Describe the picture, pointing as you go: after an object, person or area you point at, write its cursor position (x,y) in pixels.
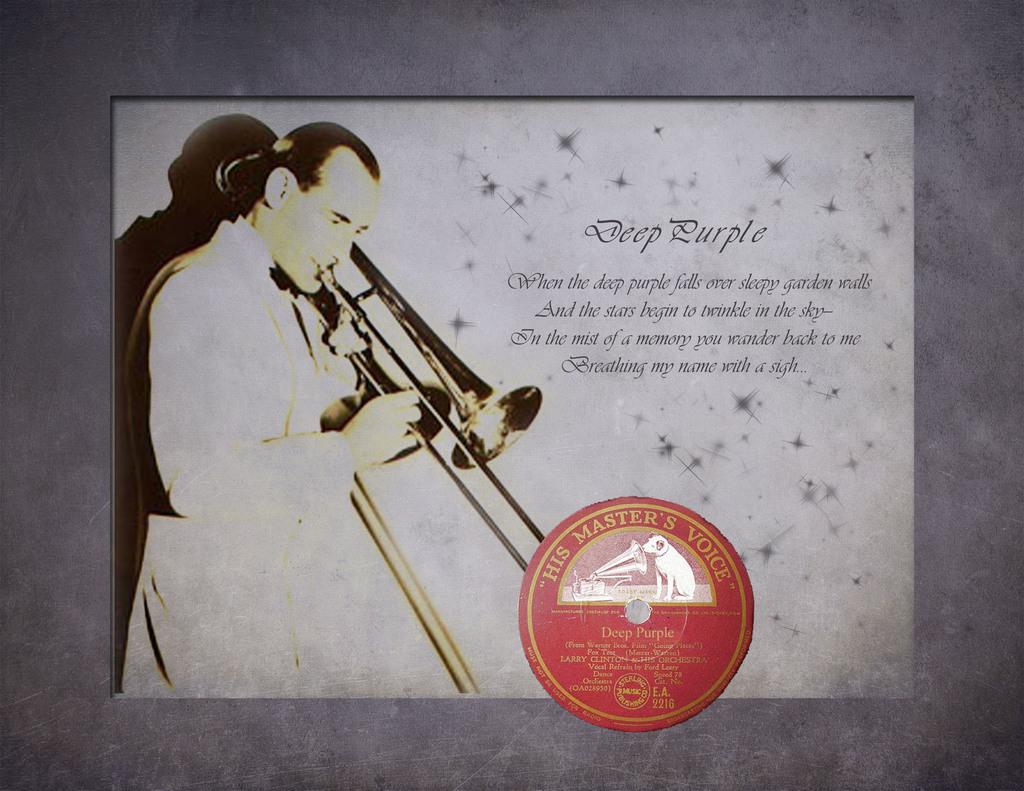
In this image we can see a poster (536,382) with some text (554,577) and images (593,564) on it and in the background (913,69) it looks like the wall (238,733).
